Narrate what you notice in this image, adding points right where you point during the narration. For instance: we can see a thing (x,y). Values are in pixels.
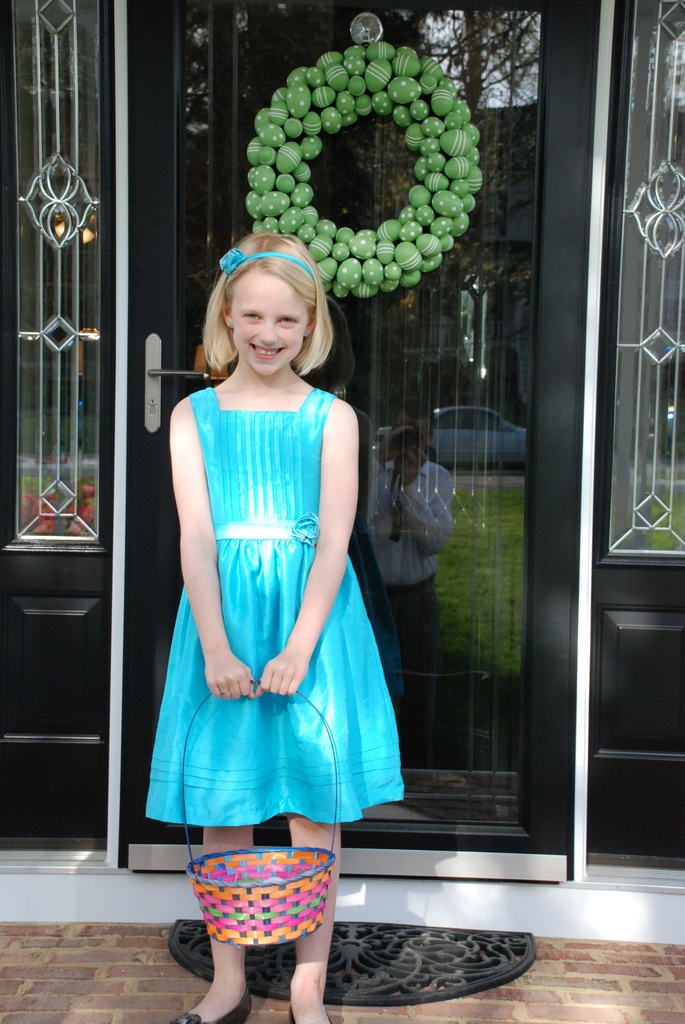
In this image we can see a girl (317,487) holding a basket (269,938) and posing for a photo and in the background (407,663), we can see the building (559,933) with glass door (418,756) and on the glass door (445,542), we can see the reflection (423,478) of a person (418,515) holding a camera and trees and a car (500,442). We can see the doormat (188,961) on the floor (104,965).
